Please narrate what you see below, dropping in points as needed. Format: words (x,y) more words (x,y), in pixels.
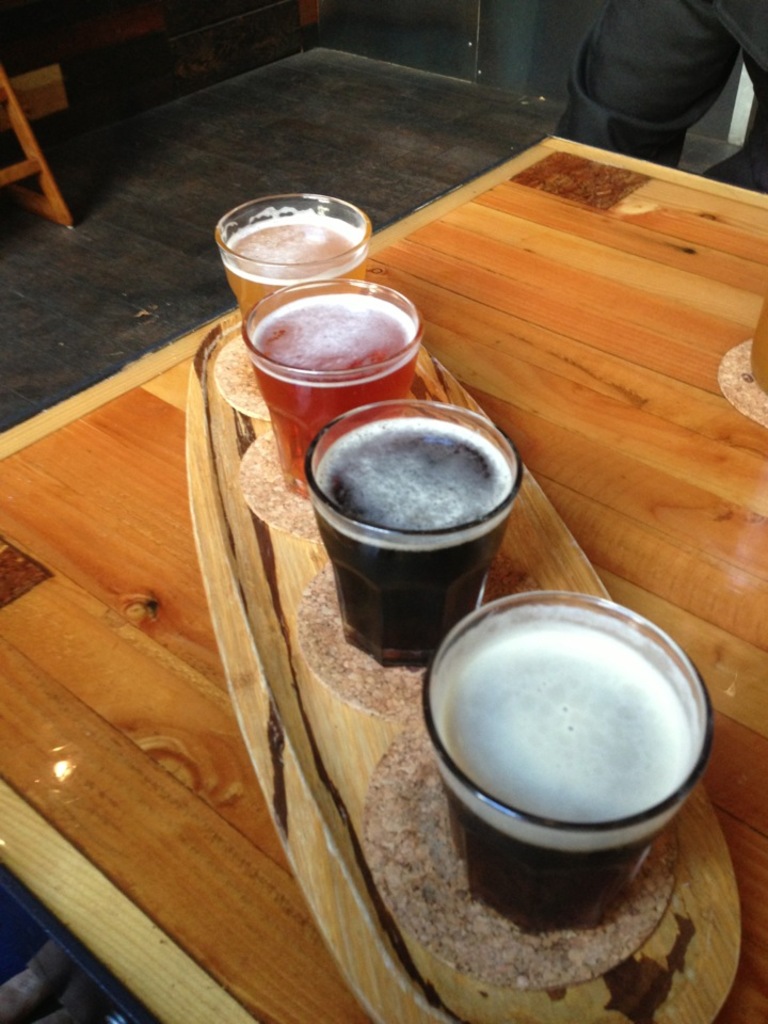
In the foreground of the picture (439,430) there are drinks (283,446) placed on a platter (413,1019). The platter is on a table (586,365). On the left (24,126) there is a wooden object (28,138). On the right (688,86) there is a person (767,117).
